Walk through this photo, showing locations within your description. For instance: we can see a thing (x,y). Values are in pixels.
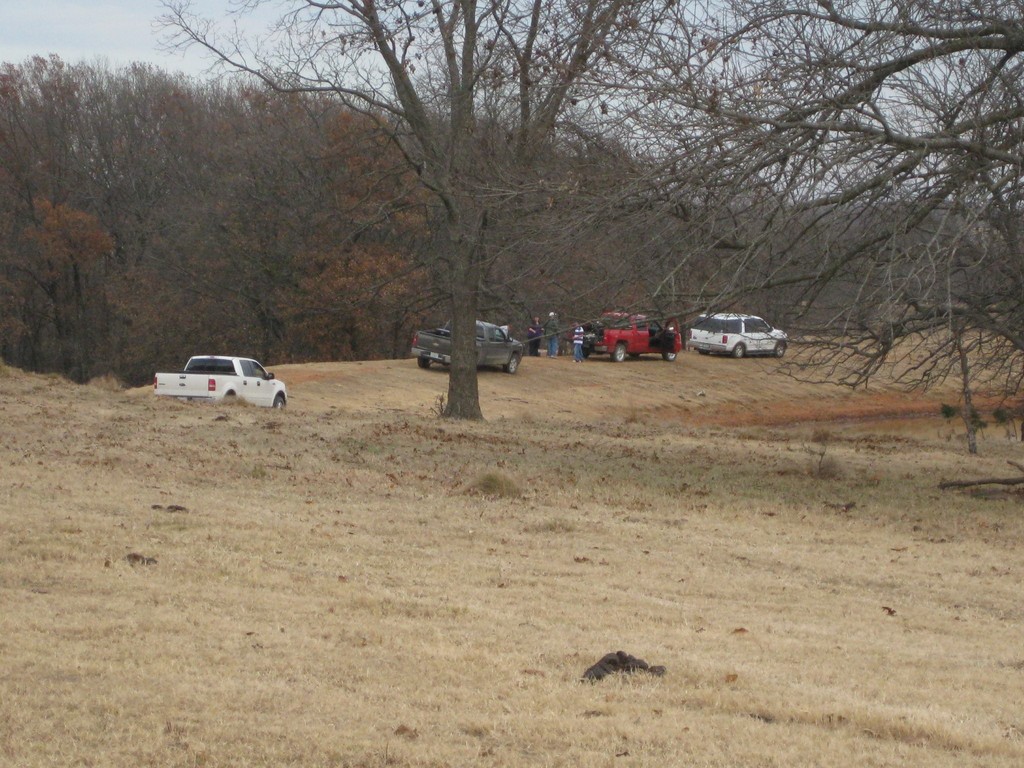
In this image we can see a few people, trees (379,302), vehicles (504,361) on the ground (560,413), in the background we can see the sky (855,54).
